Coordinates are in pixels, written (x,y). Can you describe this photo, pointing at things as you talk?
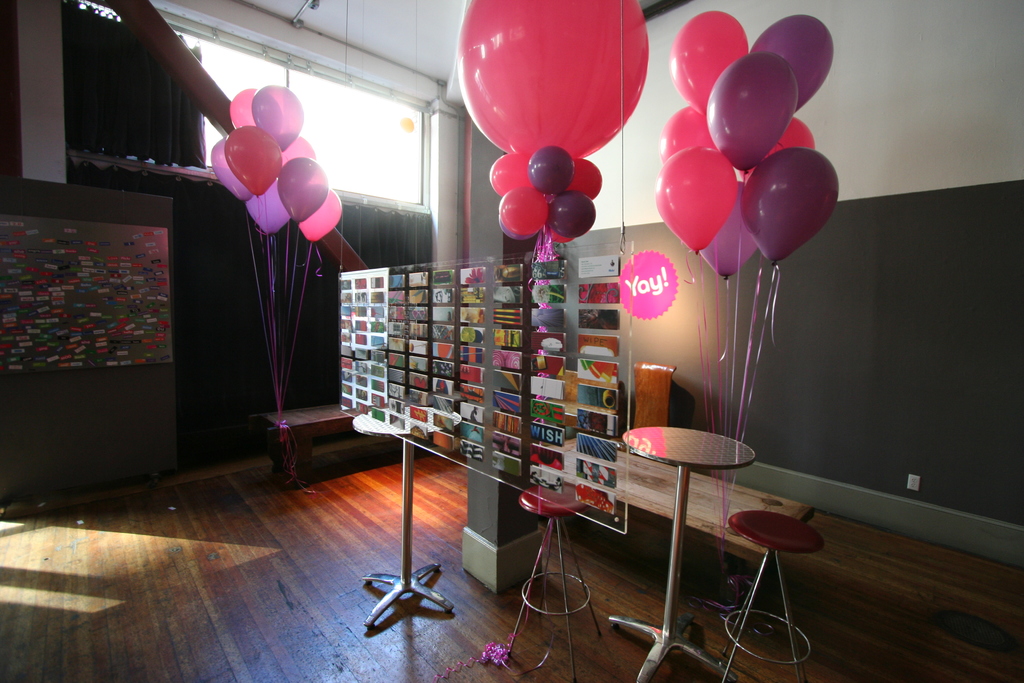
In this image there are some colorful frames (494,340) stick to the glass (615,333) kept on a pillar (479,497), there are colorful balloons (566,204) which are tied to the chairs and table (634,452) and at the background (426,170) there is window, wall (921,374).
